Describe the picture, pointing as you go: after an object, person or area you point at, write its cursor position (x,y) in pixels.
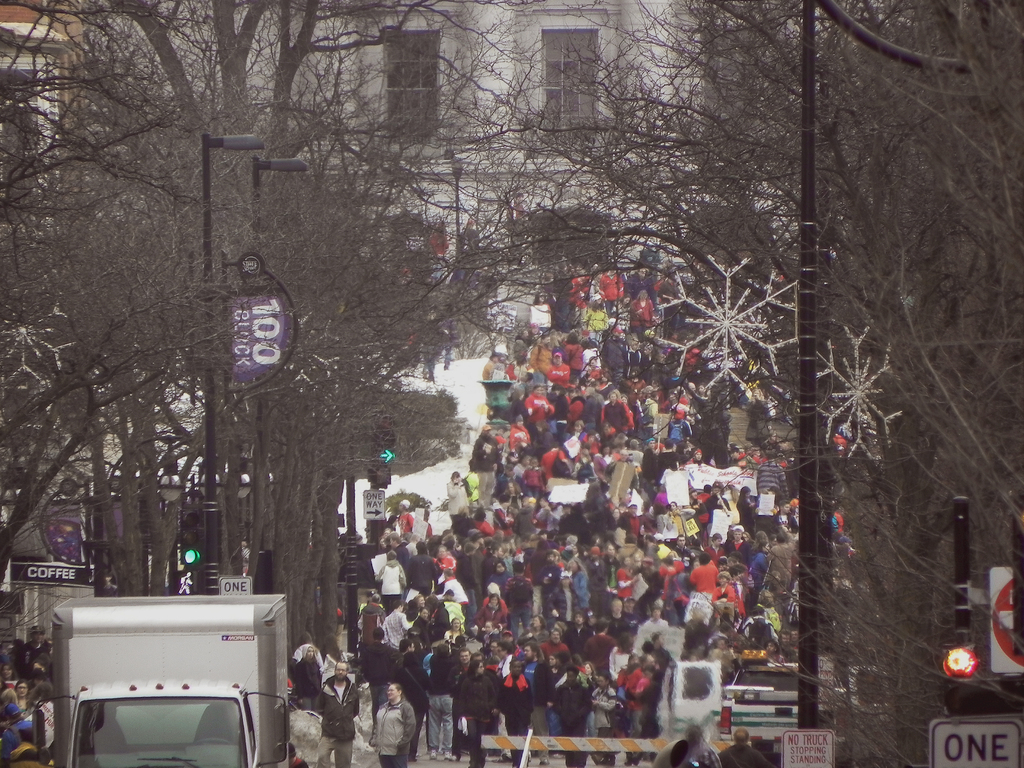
In this picture we can see a group of people (656,672). There are few vehicles (60,743) on the road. We can see a signboard (1007,624) on the pole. There are some street lights (215,148) and buildings (381,86) in the background (46,615).
